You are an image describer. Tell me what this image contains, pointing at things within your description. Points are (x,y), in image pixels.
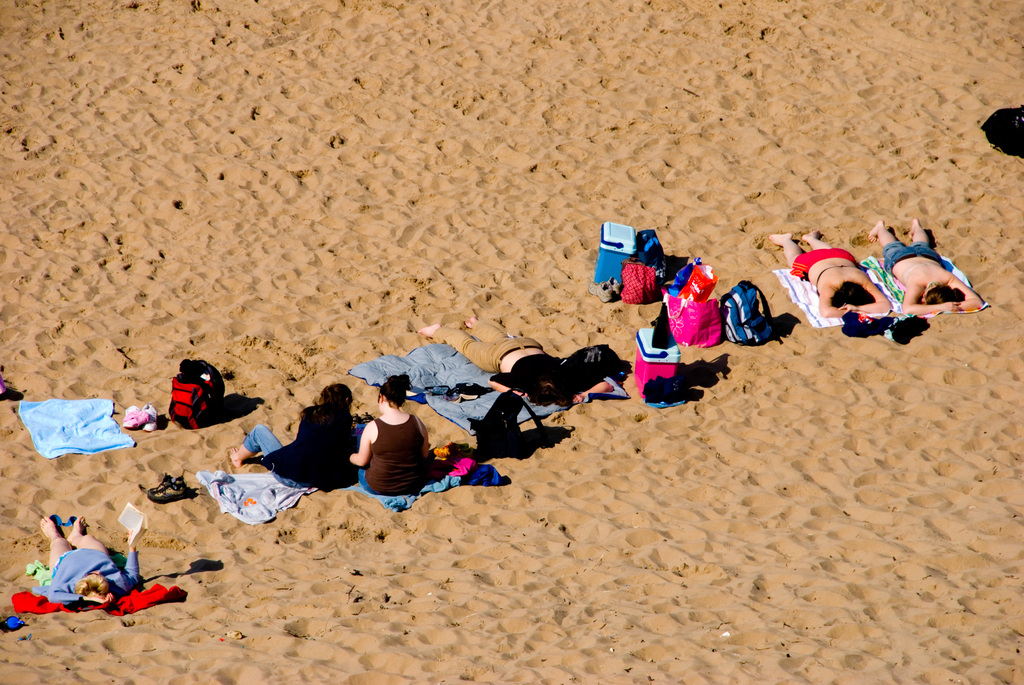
In this image there is sand (501,264), there are objects (756,326) in the sand (642,306), there are three persons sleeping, there are two women (388,456) sitting, there is a person (101,547) holding a book (140,518), there is an object (998,117) towards the right of the image (999,123).
